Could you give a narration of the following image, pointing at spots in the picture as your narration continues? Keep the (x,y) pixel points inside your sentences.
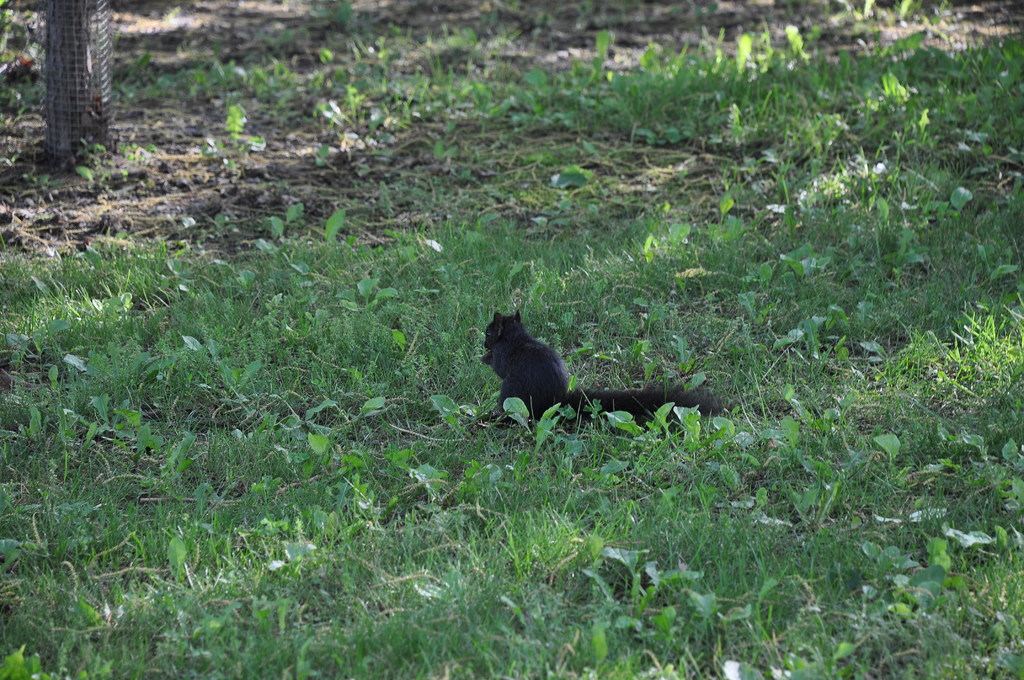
There is an animal (533,375) sitting on the grass (377,464). On the left (57,97) at the top corner (80,56) there is an object (73,29).
